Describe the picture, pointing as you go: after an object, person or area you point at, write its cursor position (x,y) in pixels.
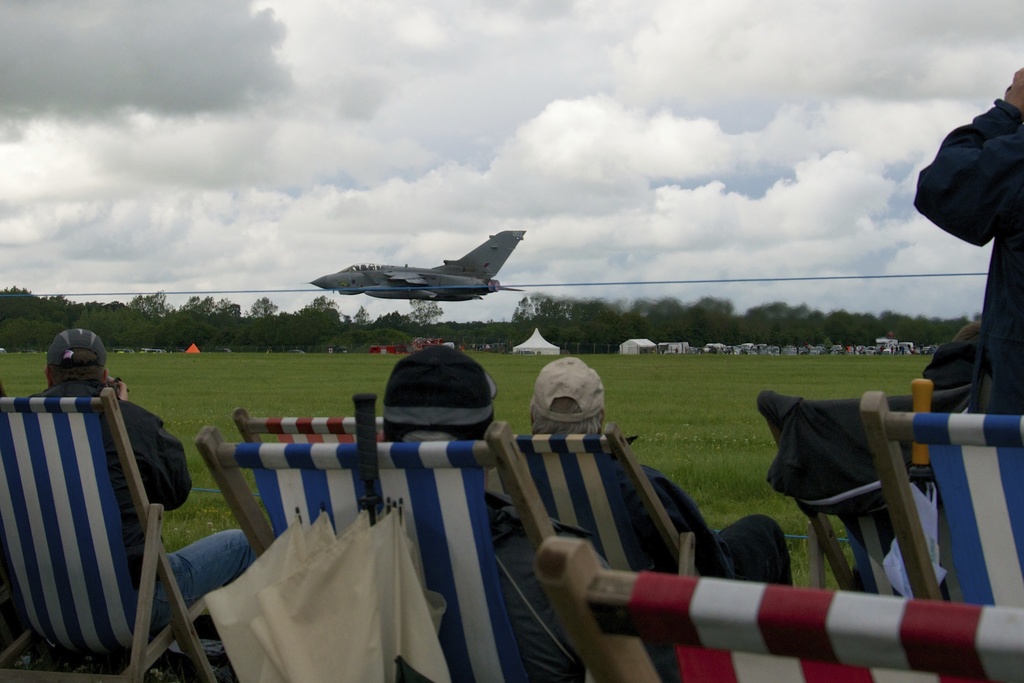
This image is clicked outside. There are chairs (691,663) in the bottom (729,633) and people (652,547) are sitting in that chairs (641,606). There is an aeroplane (474,296) in the middle (463,276). There are trees (571,317) in the middle (666,319). There is Sky (567,91) on the top (531,194).
